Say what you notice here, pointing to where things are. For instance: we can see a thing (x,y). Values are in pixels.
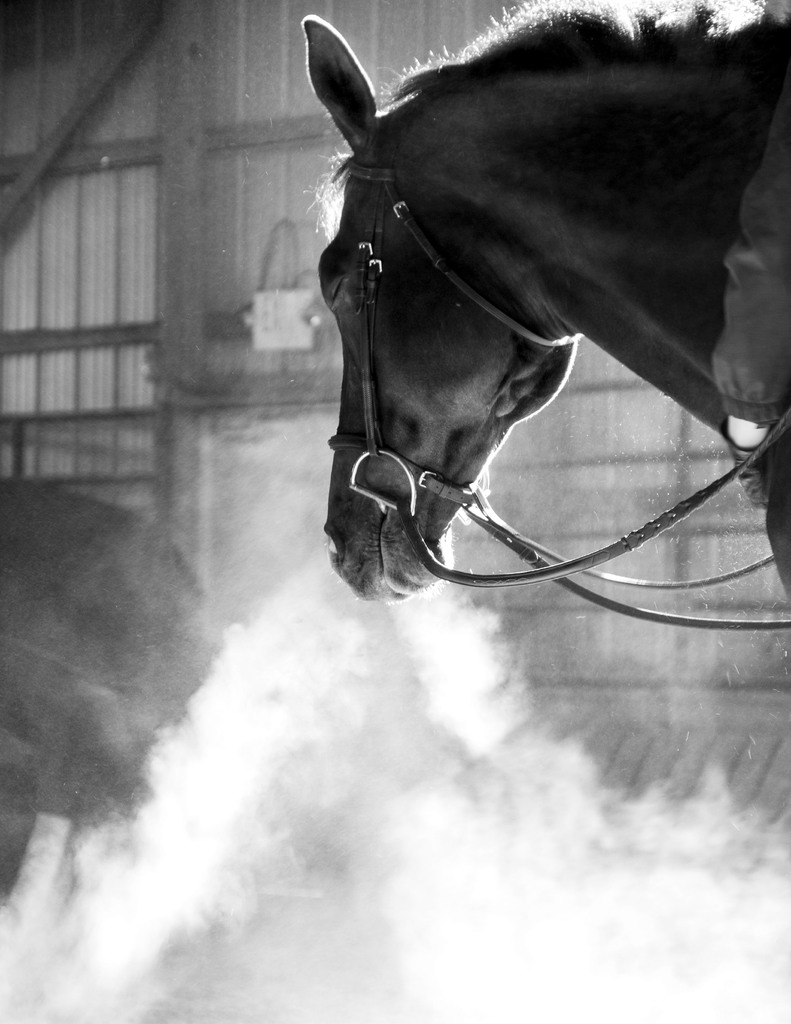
There is a black and white image. There is a horse (419,369) in the top right of the image (547,65). There is a smoke (362,899) at the bottom of the image (319,942).
